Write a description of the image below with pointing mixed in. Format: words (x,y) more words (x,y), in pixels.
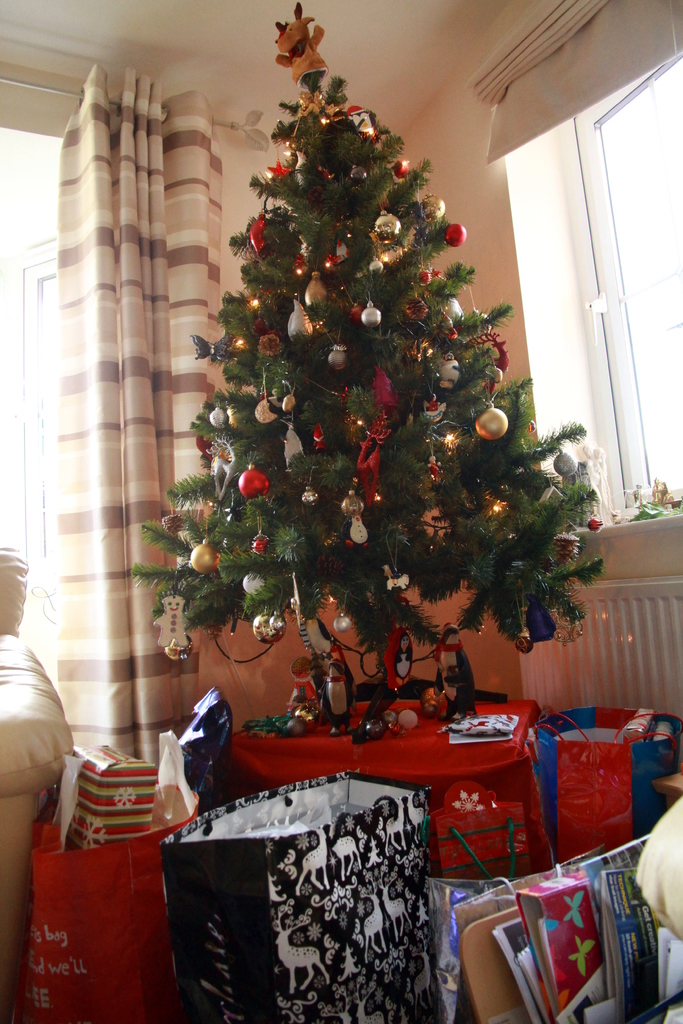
In this image there is a Christmas tree (339,574) on a table (311,770), around the Christmas tree (366,608) there are gifts (261,908) and there is a sofa (55,730), beside the Christmas tree (494,582) there is a room heater (602,629), above the heater (574,620) there is a glass window (594,331), and there are curtains (192,273) behind the Christmas tree (321,297).
